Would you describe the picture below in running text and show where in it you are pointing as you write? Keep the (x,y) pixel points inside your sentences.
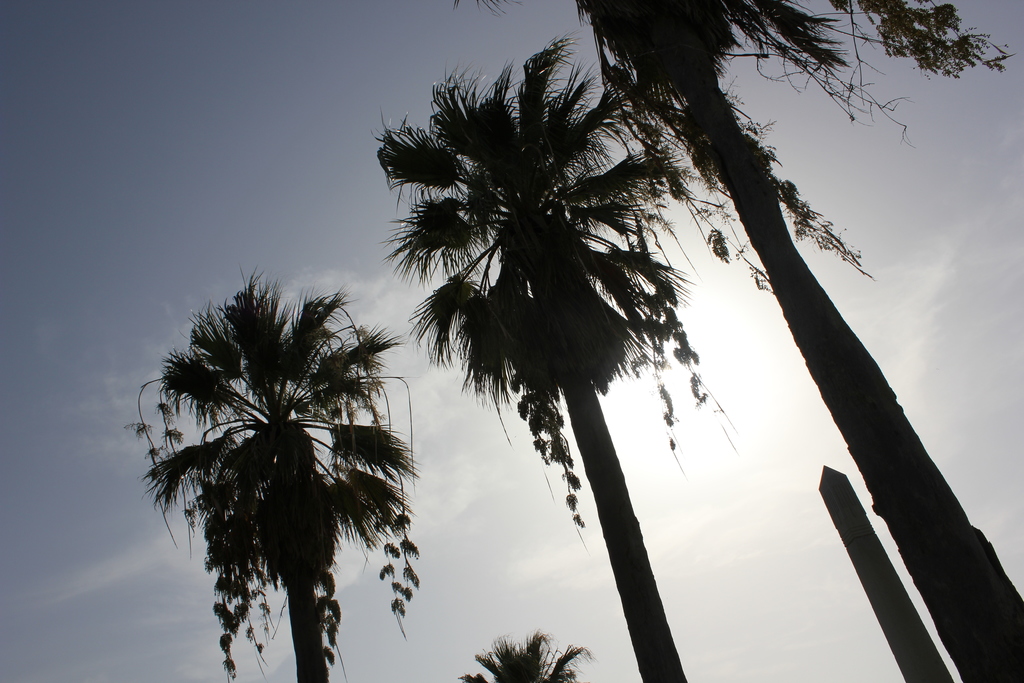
This image consists of many trees (626,567). At the top (278,163), there are clouds (447,424) in the sky (423,77).
